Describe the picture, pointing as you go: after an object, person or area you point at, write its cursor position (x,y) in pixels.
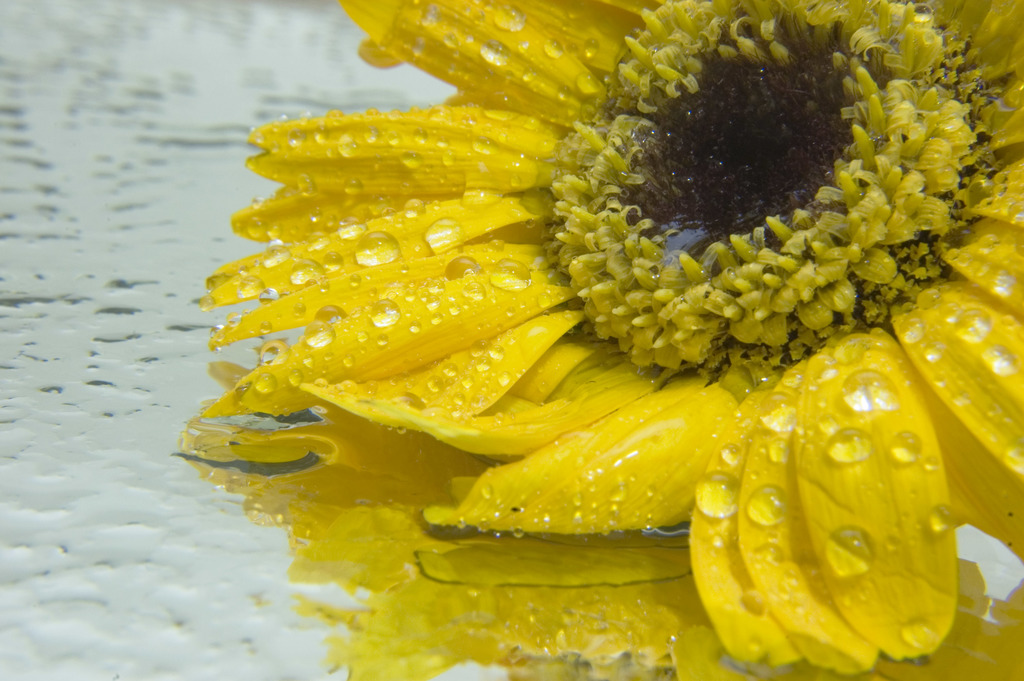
This picture seems to be clicked outside. On the right corner (854,23) we can see a yellow color sunflower (617,269) and the droplets of water (477,287) on the petals (820,395) of the flower (486,274). On the left (151,235) we can see the water (340,603).
